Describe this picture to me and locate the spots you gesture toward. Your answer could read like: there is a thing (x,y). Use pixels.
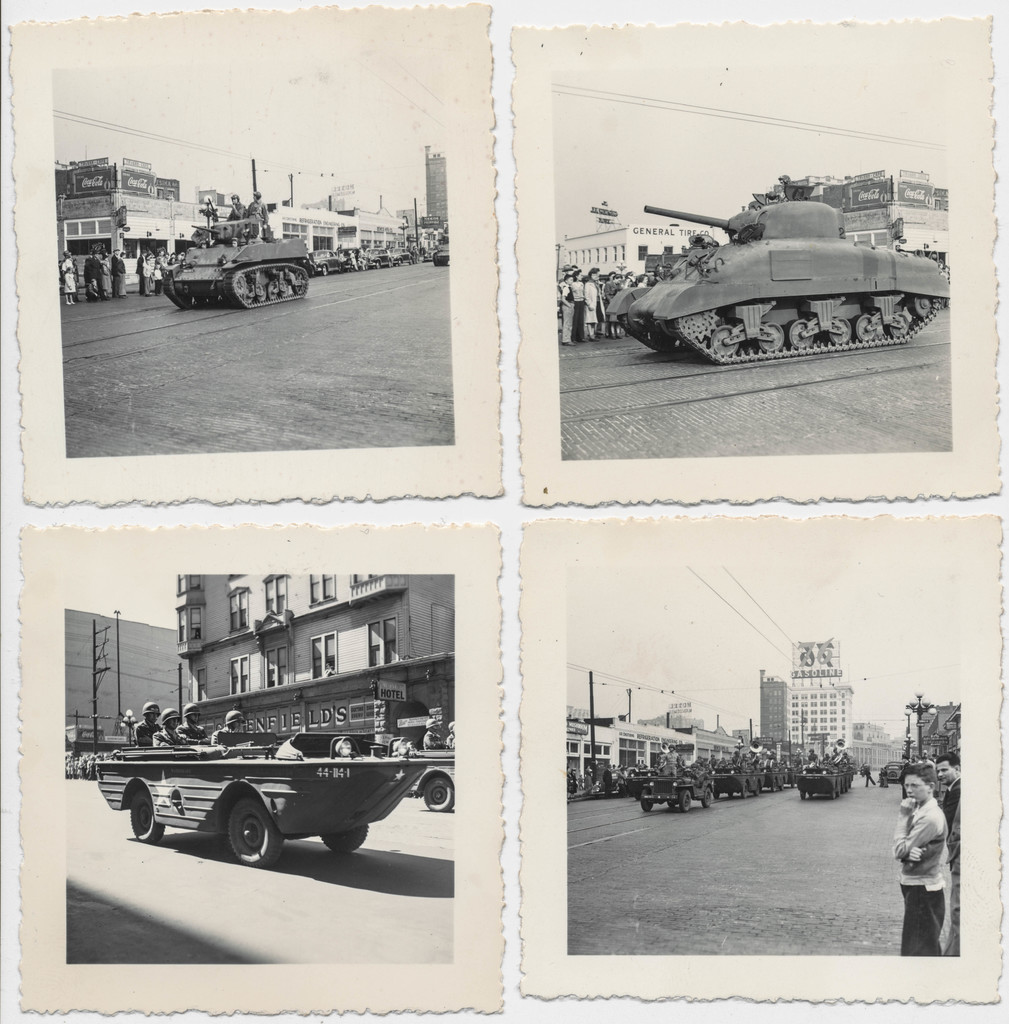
This picture is a collage of four images. In the first two images we can observe panzers (204,279) and some people (156,288) on the road (106,300). In the other two images we can observe some vehicles (343,847) moving on the road (756,829). There are buildings (414,701). In the background (648,649) there is a sky (699,633). All these images were black and white images.
